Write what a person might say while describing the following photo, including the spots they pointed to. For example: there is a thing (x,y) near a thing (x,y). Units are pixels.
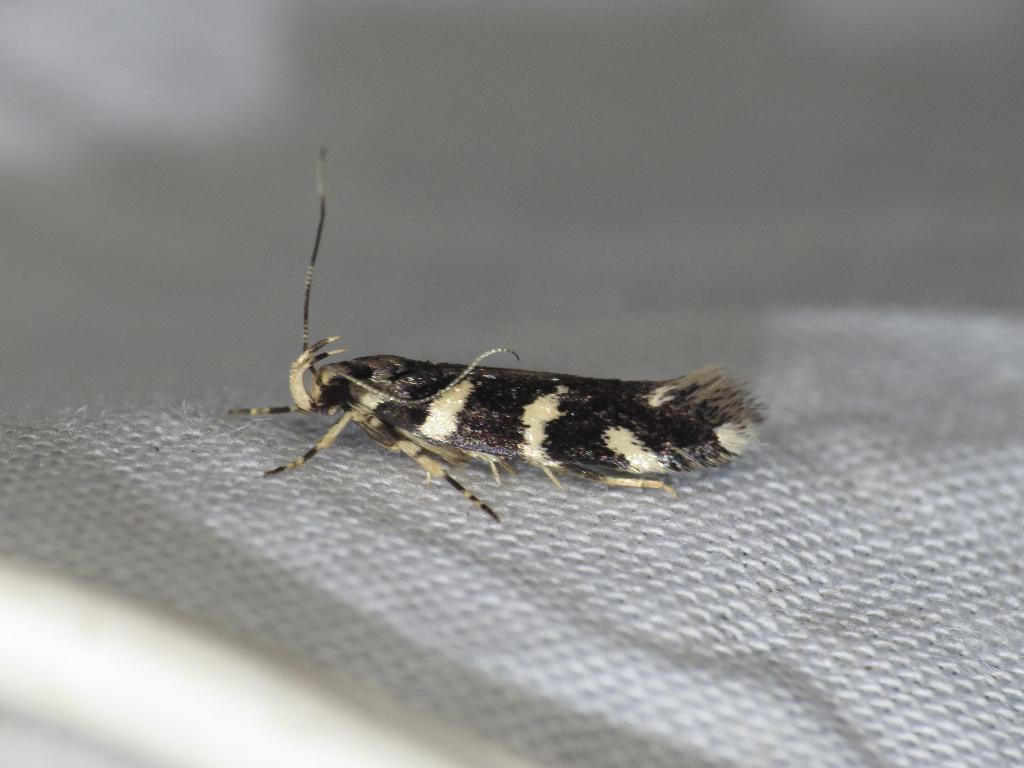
The insect (425,385) shown in the picture is a small moth (392,415).
